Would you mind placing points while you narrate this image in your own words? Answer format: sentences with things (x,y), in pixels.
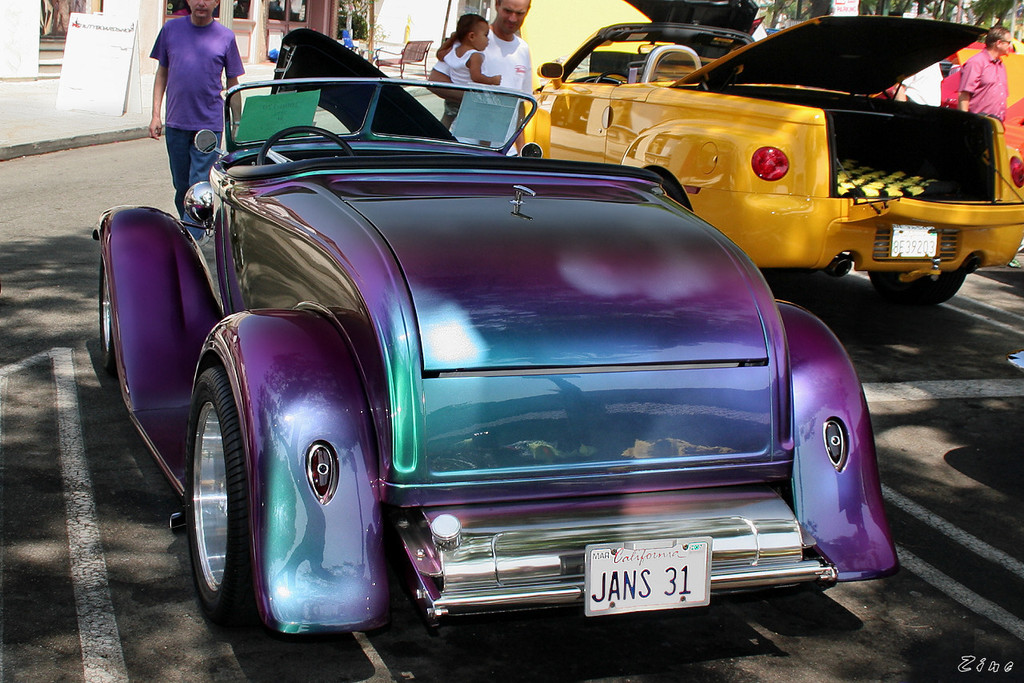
In this image in the middle (467,366) there is a car (403,366). On the right (809,181) there are some people (906,99), car (933,168). At the bottom (927,560) there is road (896,641), text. In the middle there is a man (503,64), he wears a white t shirt (524,59), he is holding a girl (474,70). On the left (206,68) there is a man (227,74), he wears a t shirt (196,59), trouser (188,173), he is walking. In the background (125,66) there are plants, posters (115,90), chair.
